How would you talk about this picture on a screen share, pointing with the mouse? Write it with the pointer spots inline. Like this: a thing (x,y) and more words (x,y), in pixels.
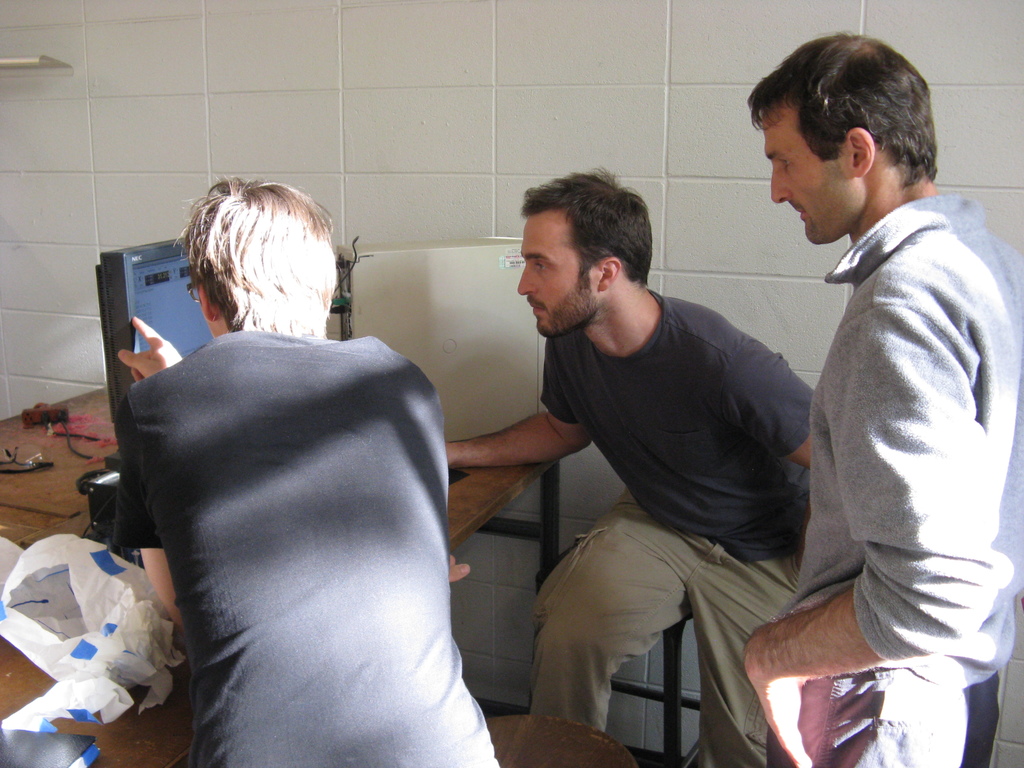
In this image I can see three men (424,374) where I can see two of them are wearing black dress (231,685) and one is wearing grey. I can also see a table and on it I can see a monitor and few white colour things (60,594).
